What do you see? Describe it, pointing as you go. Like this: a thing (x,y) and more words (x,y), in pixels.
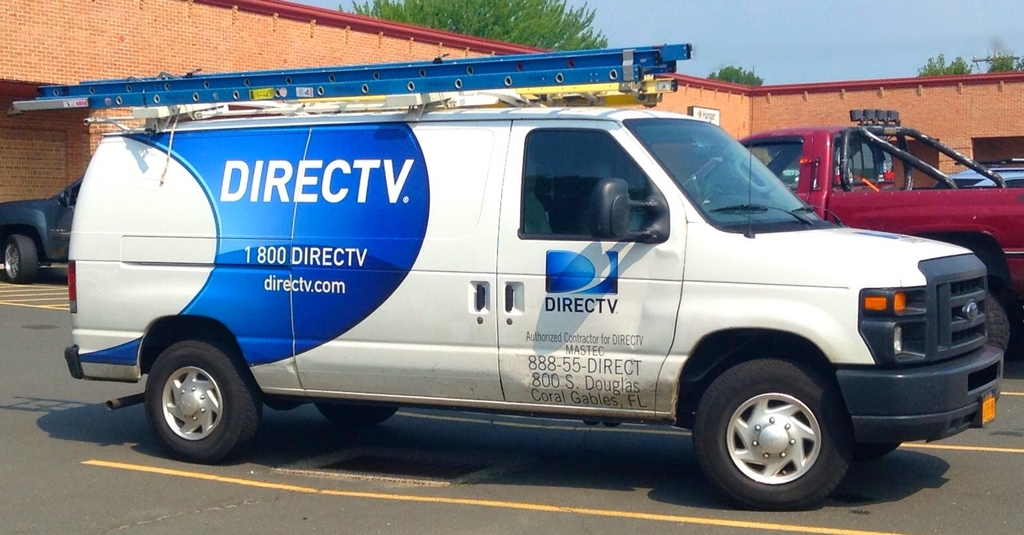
In this picture, in the middle (400,323), we can see a truck (528,351). On the right side (977,162), we can also see another truck (884,147). In the background (62,82), there are some cars (1000,174), buildings (841,113), trees (578,17). On top (859,40) there is a sky (834,39), at the bottom (516,484) there is a road (157,487).
